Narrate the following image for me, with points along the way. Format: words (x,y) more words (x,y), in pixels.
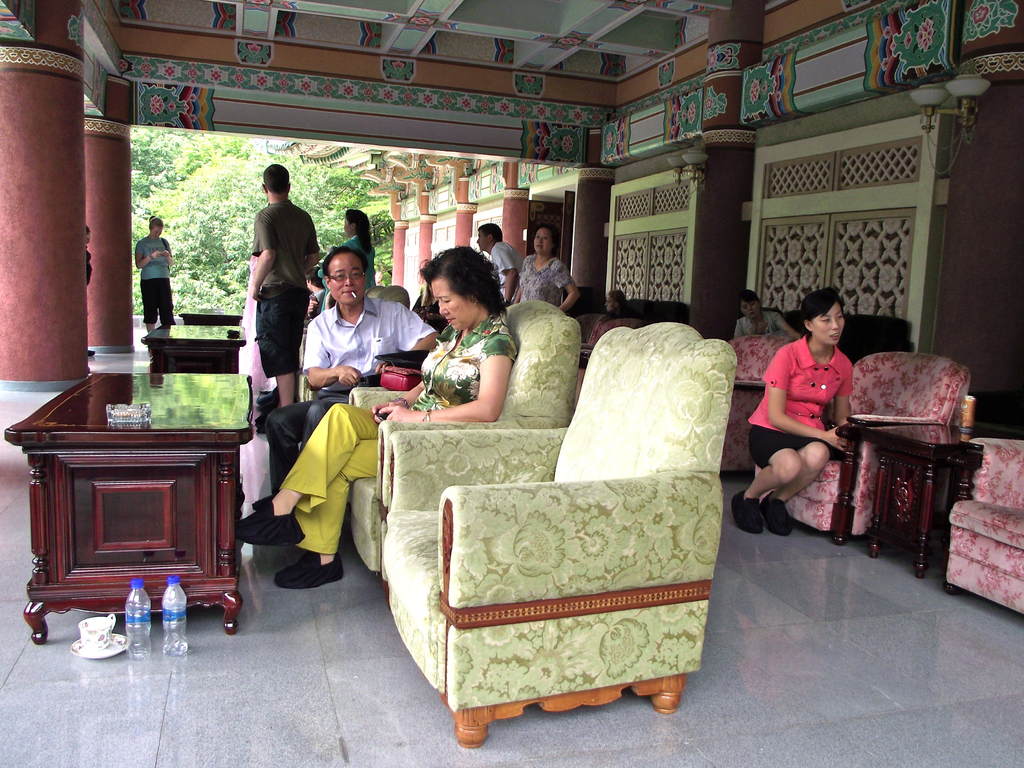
In this image there is a man (328,332) who is sitting in the chair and having a cigarette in his mouth (353,294) and a lady (412,403) is sitting beside him. There is a table (74,403) in front of them. On the floor (148,734) there are two bottles (144,617) and a cup (111,629). In the background (205,199) there are trees (226,219) and few people (352,232). To the right side (780,185) there is a wall (666,247) and a pillar (696,224).
